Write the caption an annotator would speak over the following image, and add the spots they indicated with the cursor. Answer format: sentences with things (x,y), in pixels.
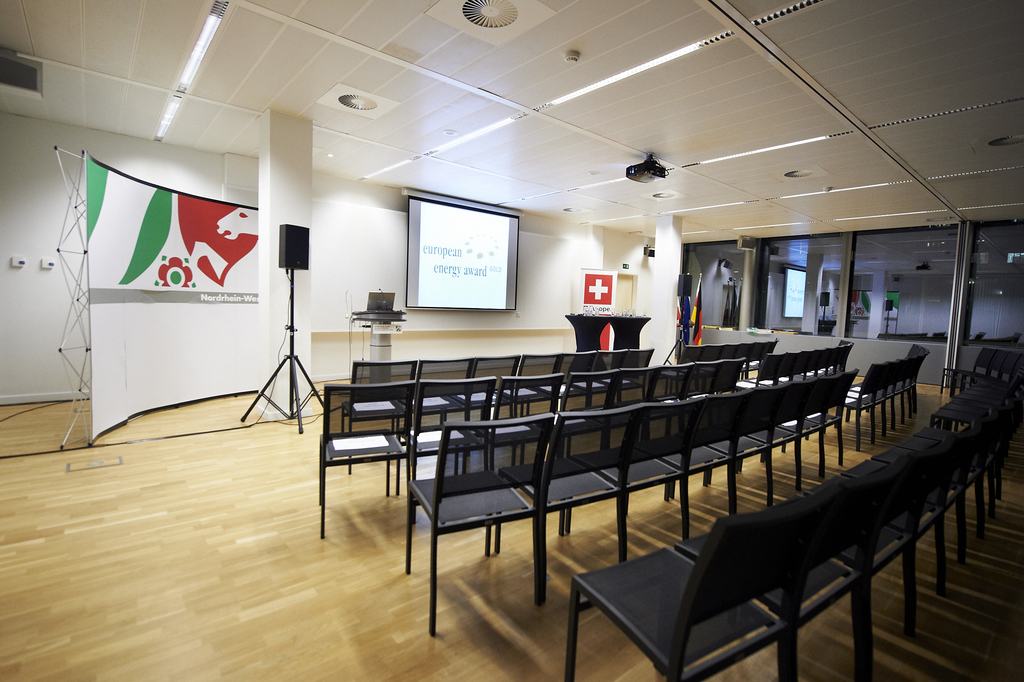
Here in this picture we can see number of chairs (622,451) present on the floor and in front of that we can see a projector screen (467,201) with something projected on it and beside that we can see a speech desk (397,322) with laptop (377,304) and microphone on it and beside that we can see a speaker (290,241) present and we can also see a banner (256,336) present and we can also see a pillar (294,167) and other speech desks (601,327) also present and we can also see flag posts (685,312) present and on the roof (649,223) we can see projectors (638,174) and lights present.
